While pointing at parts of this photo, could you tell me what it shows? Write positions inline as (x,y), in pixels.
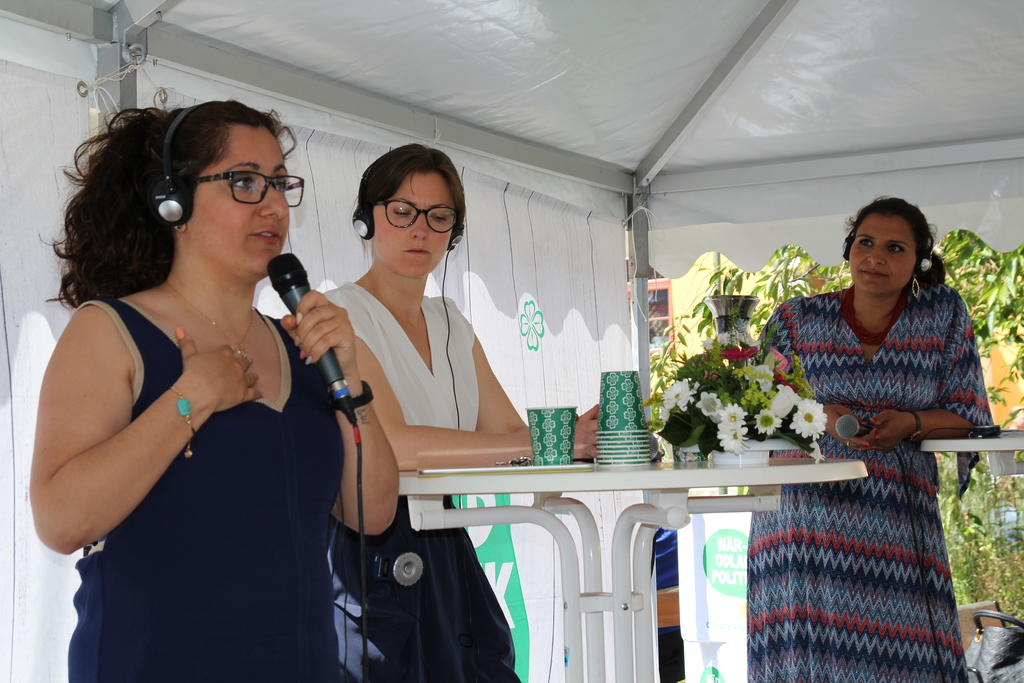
In this image, on the left side (332,298), we can see two people (409,293) wearing headphones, one woman (274,385) is holding microphone (329,359) in her hand (326,339) and two women (449,427) are standing in front of the table (691,498) which is in the middle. On that table (685,484), we can see some glasses (552,426), flower pot (762,450), plants (713,430) and flowers (760,394). On the right side (912,401), we can see a woman (912,430) standing and holding a microphone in her hand (899,426). On the right side (1013,459), we can also see another table (994,458), on that table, we can see some electronic instrument (988,432). At the top (734,108), we can see a tent (655,134). In the background (776,260), we can see some trees (1006,265), buildings (731,267) and a glass window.
